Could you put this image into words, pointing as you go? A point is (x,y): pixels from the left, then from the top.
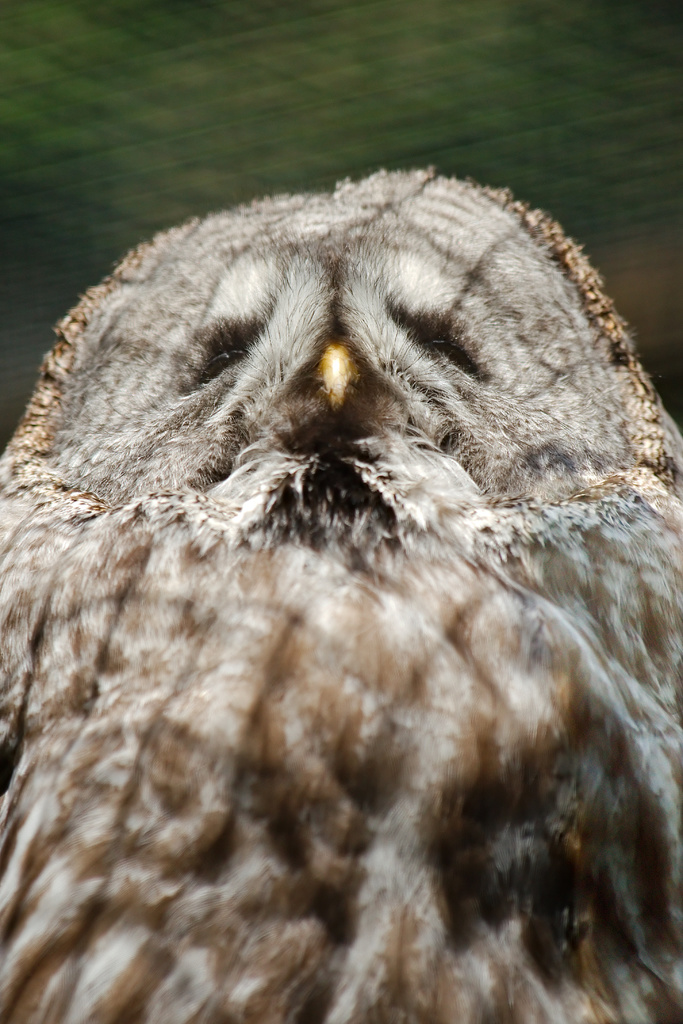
In this image I can see an owl (246,507) which is in brown and ash color and there is a blurred background (246,21).
